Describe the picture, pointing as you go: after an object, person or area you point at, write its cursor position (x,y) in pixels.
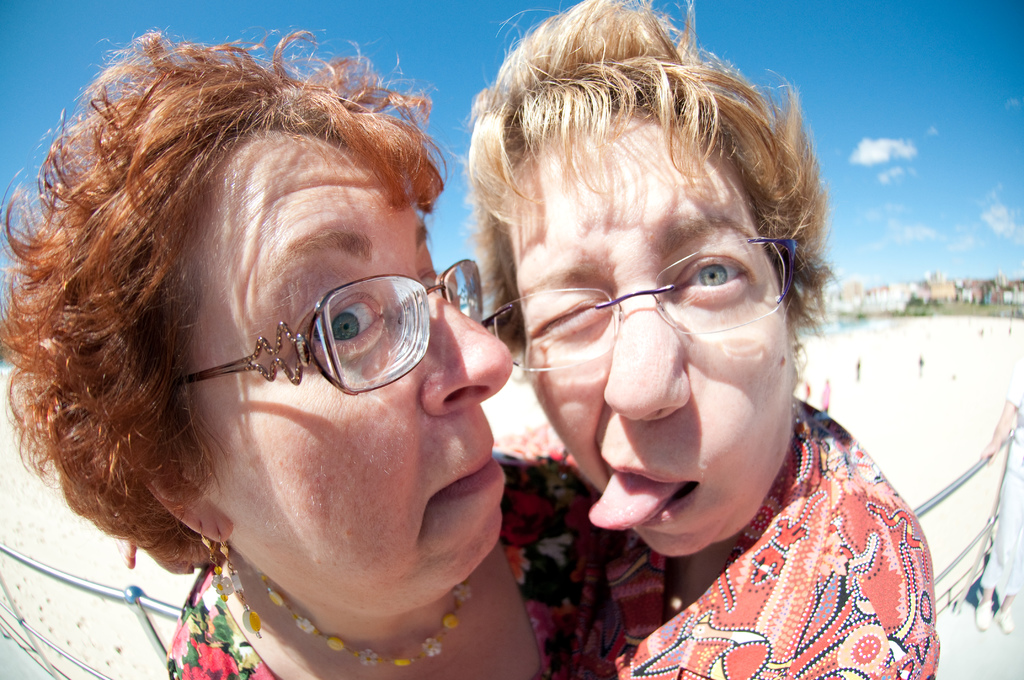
In this picture we can observe two women (506,333) wearing spectacles (353,348). Both of them are wearing red color dresses (614,622). We can observe railing (51,575) behind them. In the background (911,296) there are buildings (925,293) and sky (886,143) with some clouds (886,143).
